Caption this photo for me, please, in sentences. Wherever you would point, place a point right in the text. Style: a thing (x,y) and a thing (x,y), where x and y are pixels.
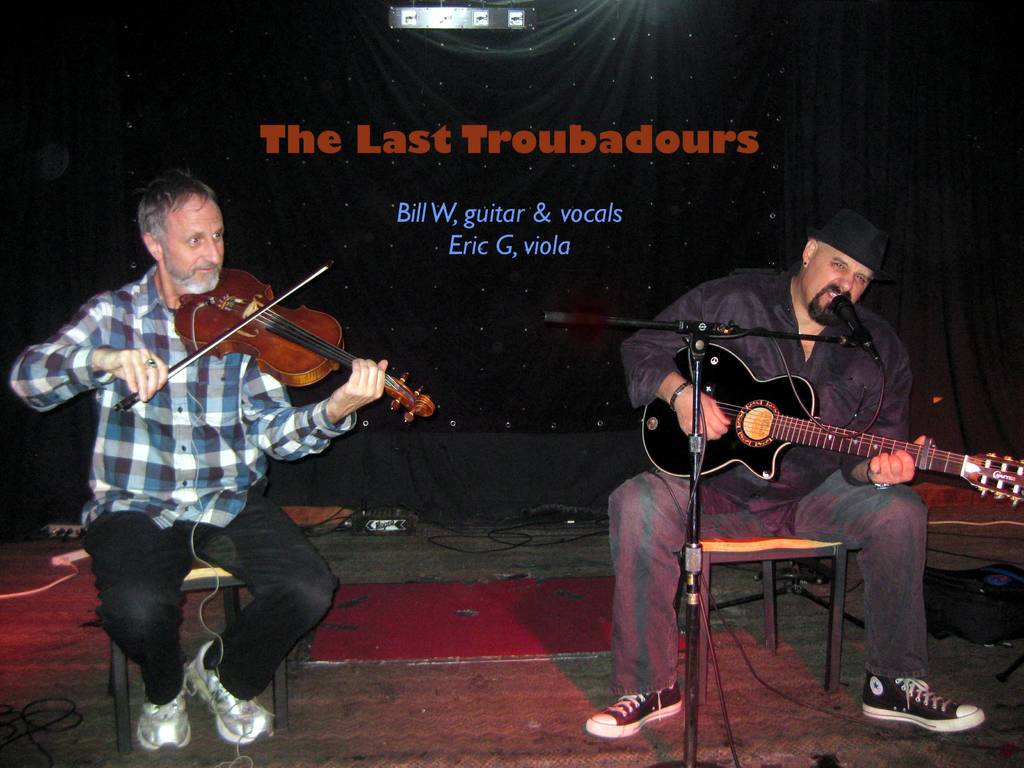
There is a person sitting on a chair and he is playing a viola (244,346). There is another person (640,400) sitting on a chair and he is on the right side (750,558). He is playing a guitar (827,445) and he is singing on a microphone (843,323).
